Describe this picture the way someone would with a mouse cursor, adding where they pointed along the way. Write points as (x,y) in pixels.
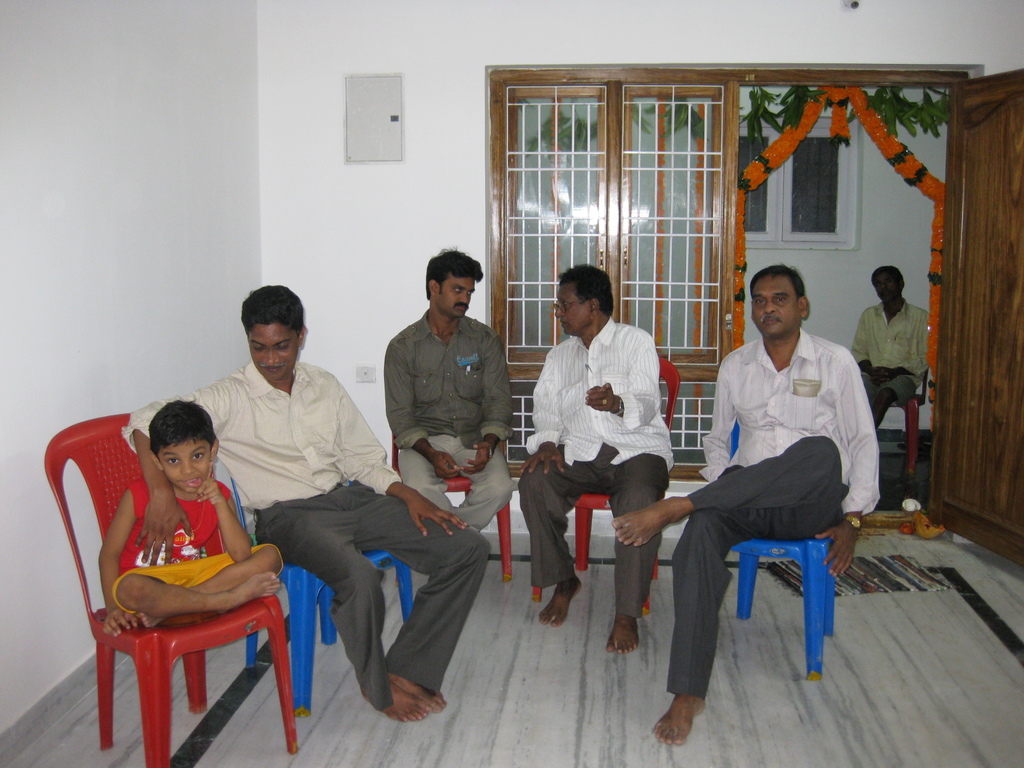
Here we see a group of people (550,491) sitting on chairs (198,670) and behind them we can see windows (683,211) and door (984,176) present and there are flowers (812,119) near the door (973,154).
